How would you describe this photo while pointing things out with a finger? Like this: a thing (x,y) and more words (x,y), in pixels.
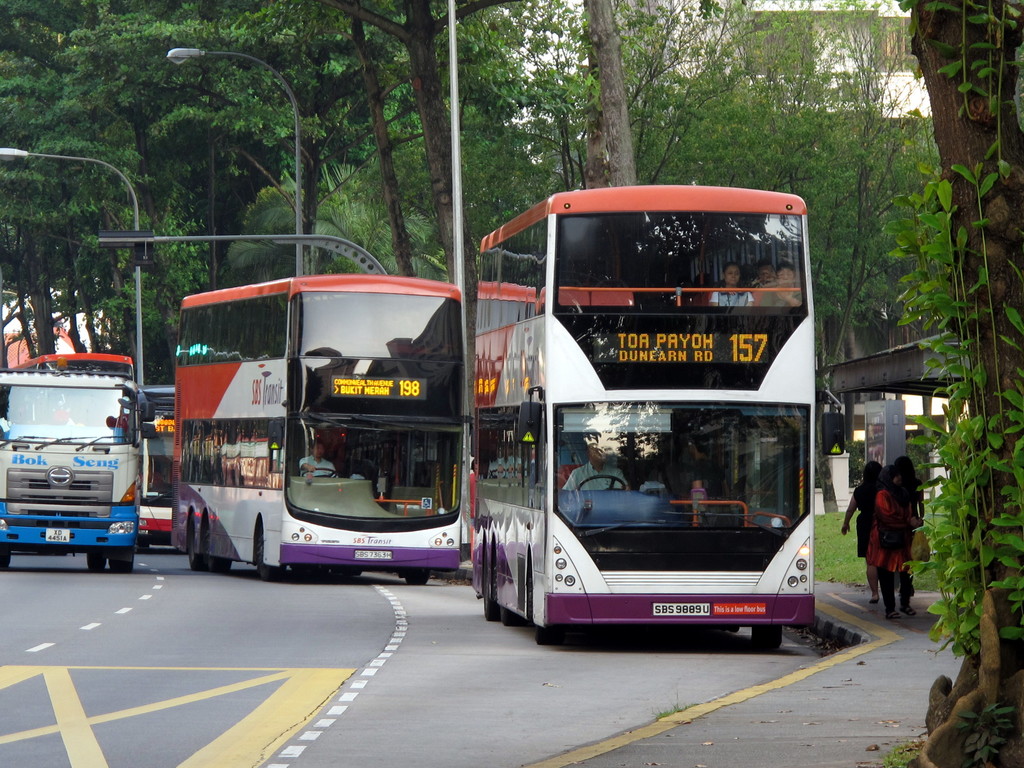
In the image we can see there are buses (540,481) parked on the road (614,691) and there are people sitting in the buses (644,455). There are other people (888,527) standing on the bus stop (845,367) and there are trees (335,141).
